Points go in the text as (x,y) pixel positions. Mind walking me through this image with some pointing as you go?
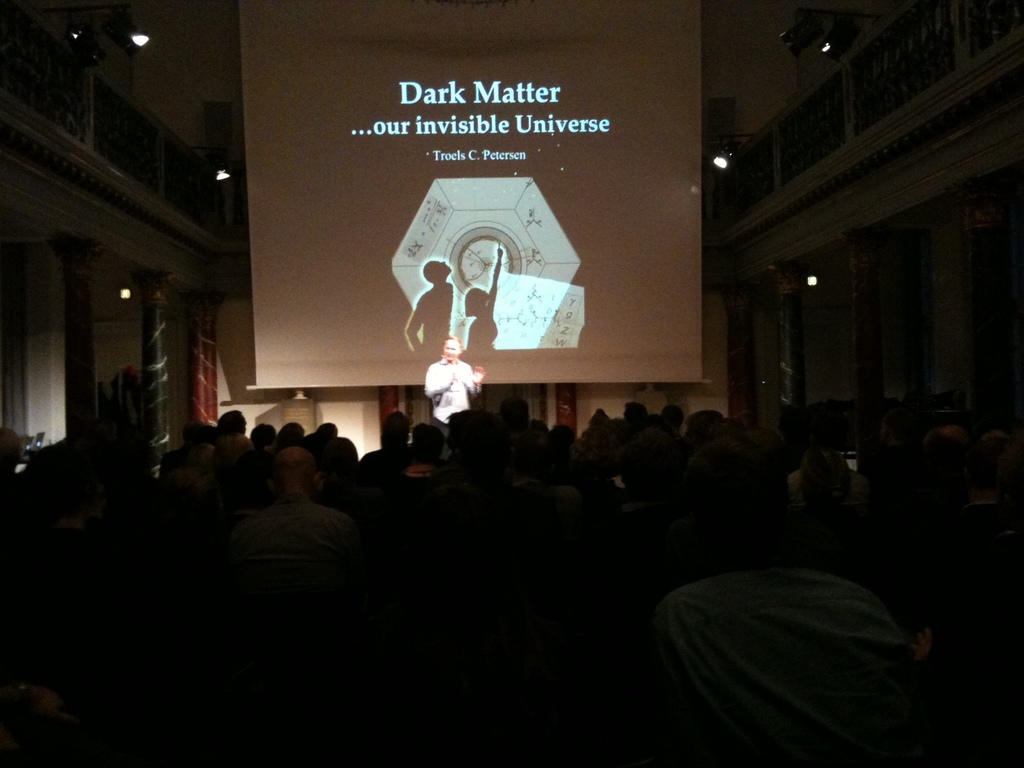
In this picture we can see a group of people (769,606) and in front of them we can see a man (464,394), screen (438,350), pillars (74,326), lights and some objects (848,59).
